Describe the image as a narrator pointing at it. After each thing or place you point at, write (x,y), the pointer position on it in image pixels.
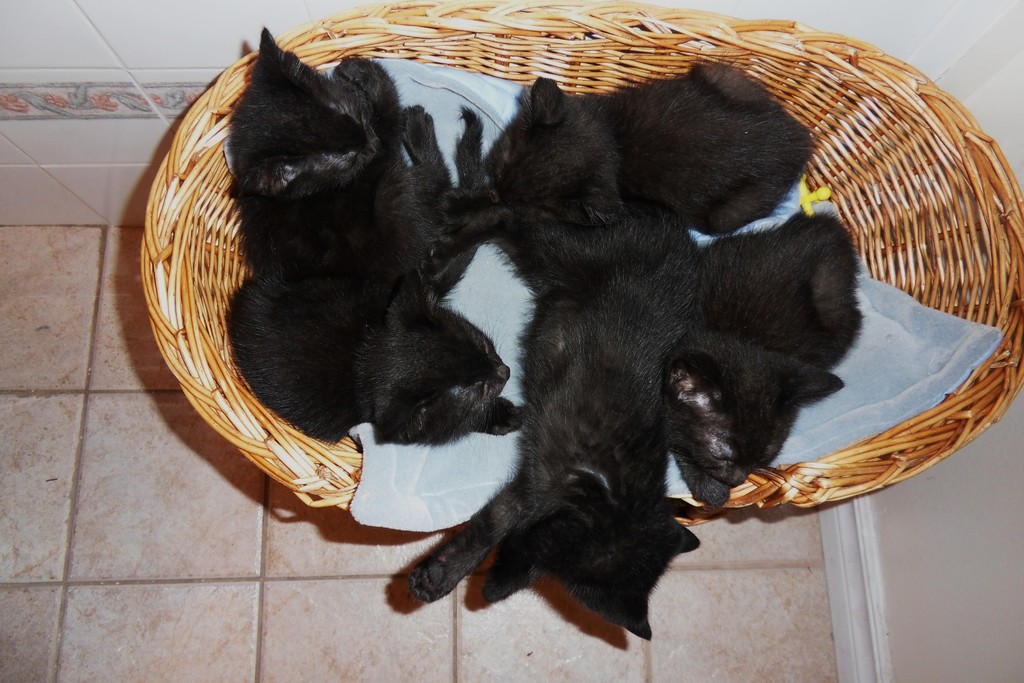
In this image we can see kittens (489,402) sleeping in the basket (812,65) that is placed on the floor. In the background (58,96) we can see a wall (58,96).
